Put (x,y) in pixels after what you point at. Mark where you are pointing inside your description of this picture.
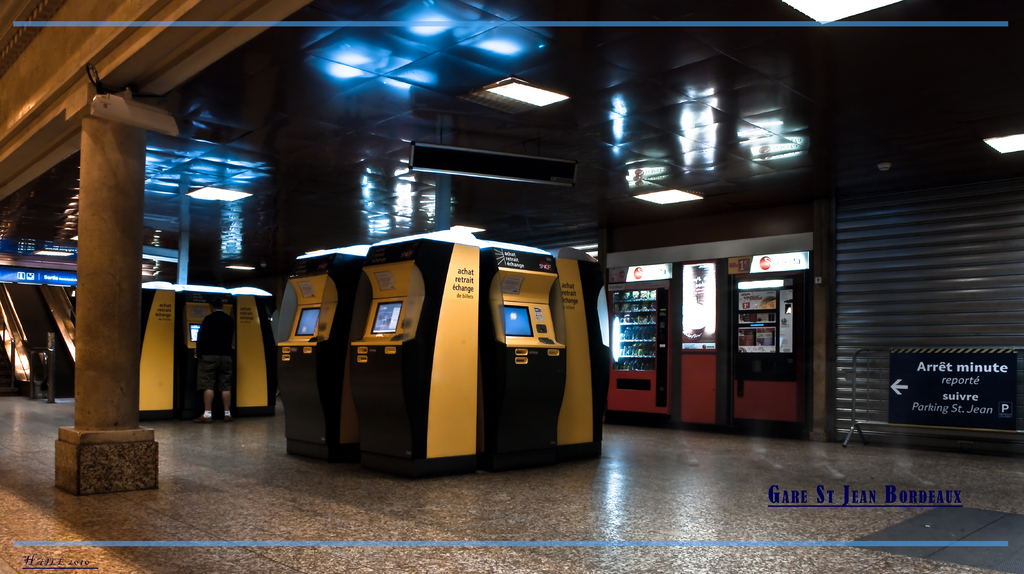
In the bottom right (863,493), there is a watermark (837,494). On the right side (1000,419), there is a signboard (915,355) near a shutter (845,350). In the middle of the image (584,331), there are machines (533,265) arranged on the floor (322,493). On the left side (126,421), there is a pillar (117,339). Above these machines (158,402), there are lights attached to the roof (728,169).
